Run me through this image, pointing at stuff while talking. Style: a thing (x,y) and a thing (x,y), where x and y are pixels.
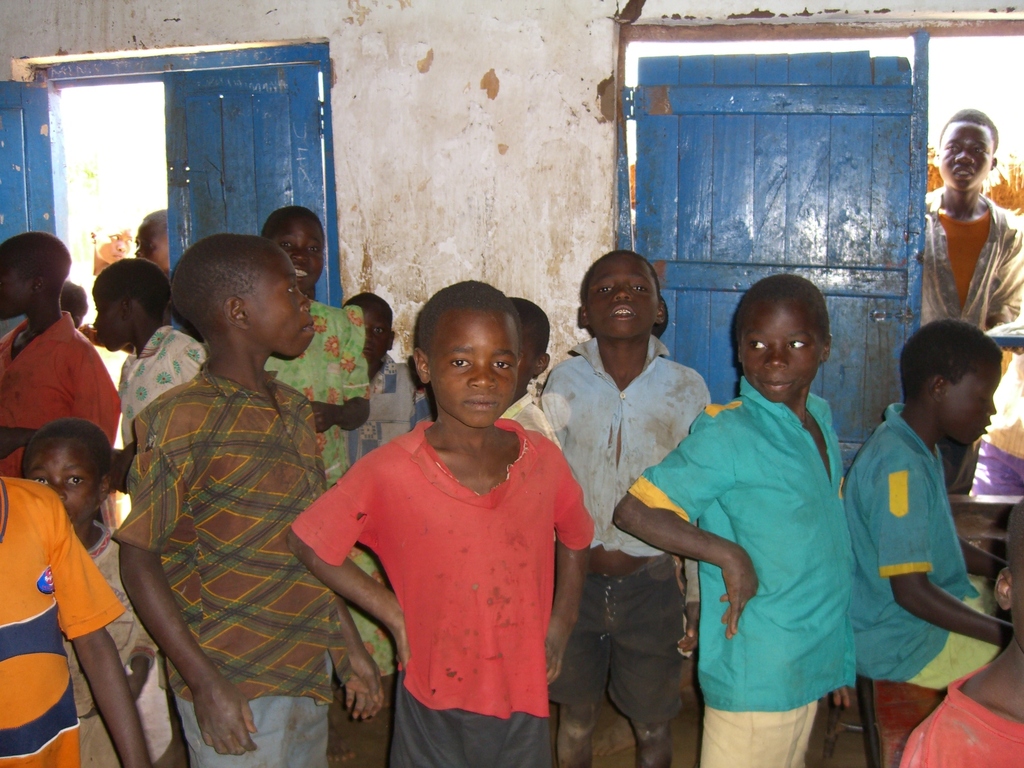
There are group of children (455,577) standing. These are the wooden doors (301,152). I can see a person (974,218) standing near the door (918,247). This is the wall (457,173). This looks like a bench (883,709). I can see a boy (902,666) sitting.
